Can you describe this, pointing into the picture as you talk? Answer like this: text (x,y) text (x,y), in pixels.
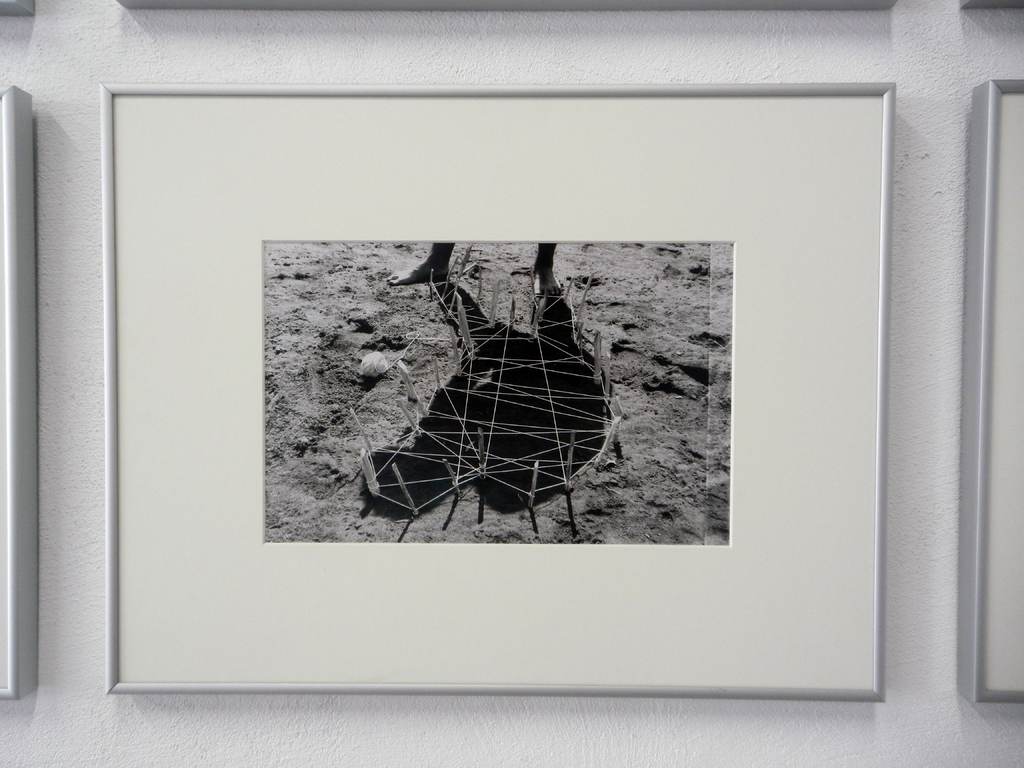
In this image I can see wall paintings (446,449) on a wall (703,760). This image is taken may be in a room (581,568).
